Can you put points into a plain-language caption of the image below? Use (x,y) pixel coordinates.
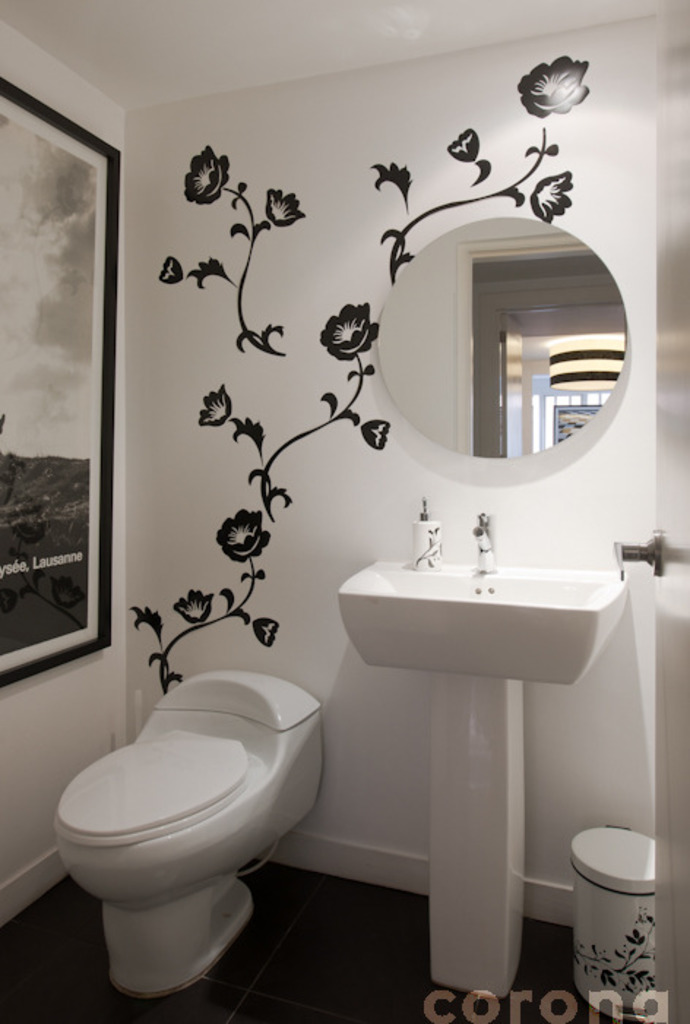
This is the picture of a room (502,72). In this image there is a floral design (165,664) and there is a mirror (512,395) and frame (22,357) on the wall (373,497) and there is text (17,566) on the frame (28,561). There is a wash basin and toilet seat (235,802) and dustbin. On the right side of the image (668,718) there is a door (670,760). At the bottom (201,1002) there is a floor (213,987) and at the bottom right (552,1003) there is text (552,1003) and there is a reflection (499,450) of door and frame (566,420) on the mirror (539,408).
